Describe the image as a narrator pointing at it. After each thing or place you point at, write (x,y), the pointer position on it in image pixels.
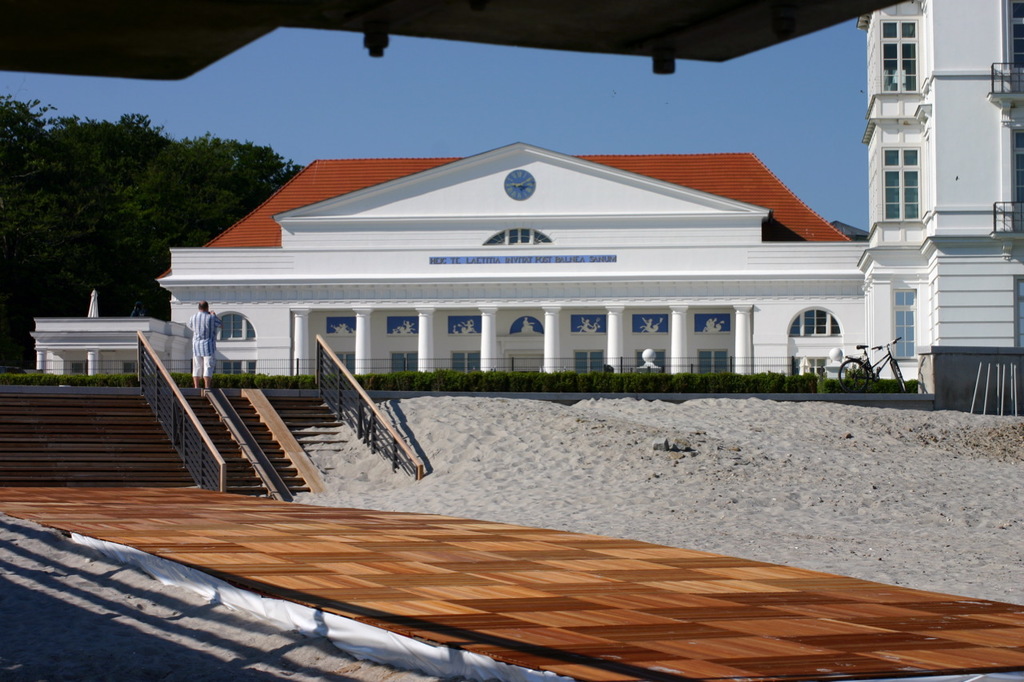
In this image I can see sand (184,673) and a wooden surface (528,596) in the center (370,453). There are stairs (262,428), railings (153,383) and a person (212,337) is standing. There are fences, plants (78,376) and a bicycle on the right (854,378). There is a white building (913,355) and trees (141,161) at the back (911,371). There is sky (543,133) at the top (288,126).
